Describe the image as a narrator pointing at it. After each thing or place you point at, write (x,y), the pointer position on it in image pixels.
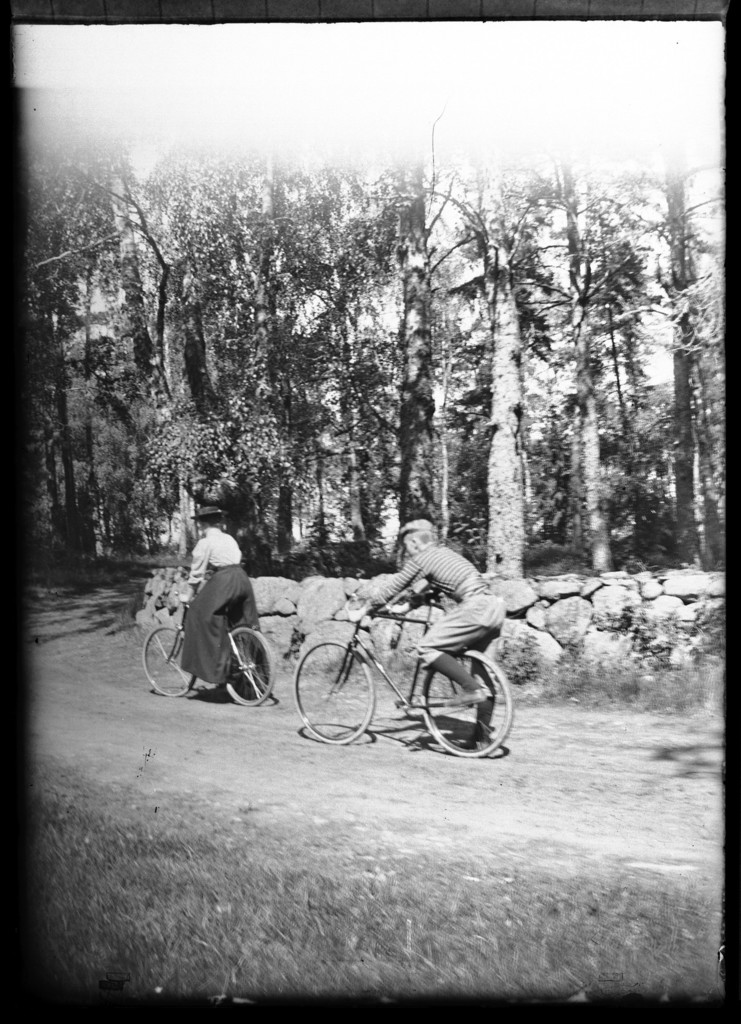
In this picture two persons (418,524) are riding a bicycle (376,665), in the background (611,632) we can see couple of rocks (675,589) and trees (406,289).
